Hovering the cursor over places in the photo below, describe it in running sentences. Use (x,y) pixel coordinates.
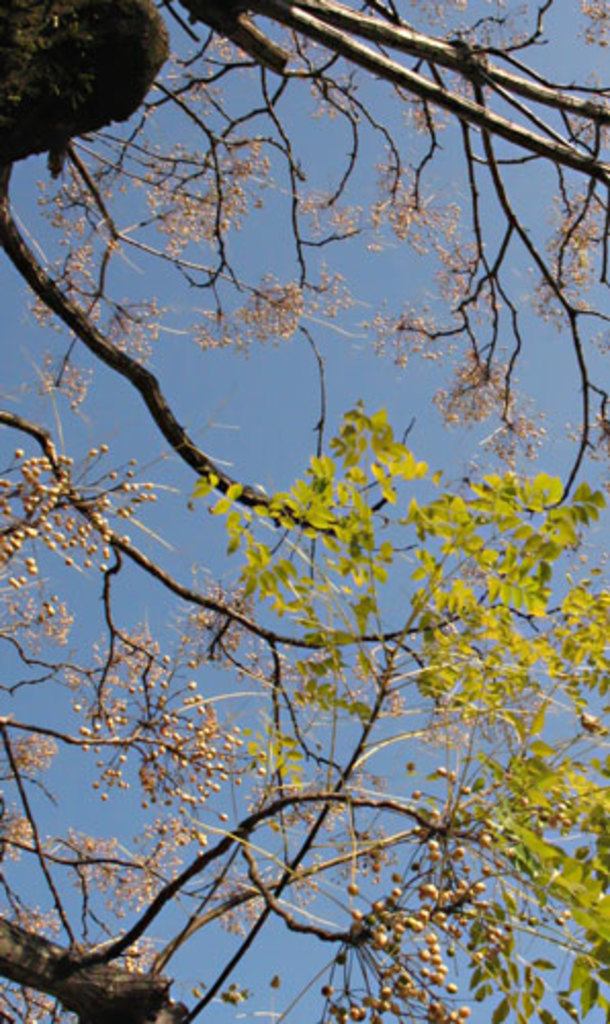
In this image we can see a tree (273,573) and sky (217,572).
